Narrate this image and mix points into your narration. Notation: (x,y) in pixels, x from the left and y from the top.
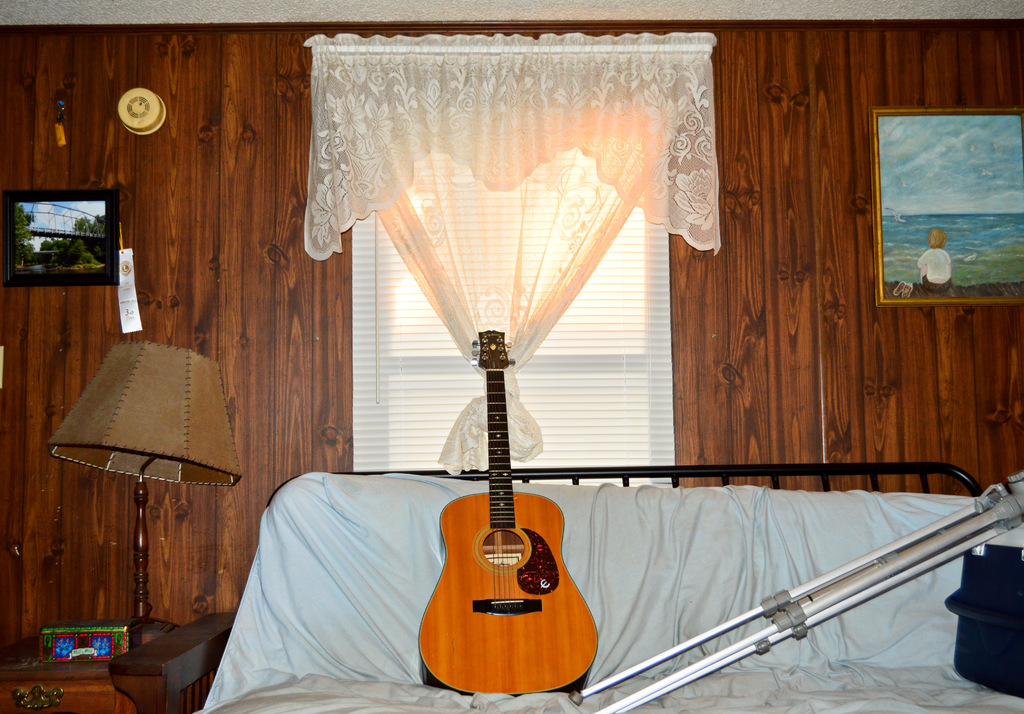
In this picture we can see a guitar (577,608), stand (813,595) on the sofa (578,562), in the background (183,479) we can see a light (189,406), curtain (420,259) and couple of wall paintings (925,250).
